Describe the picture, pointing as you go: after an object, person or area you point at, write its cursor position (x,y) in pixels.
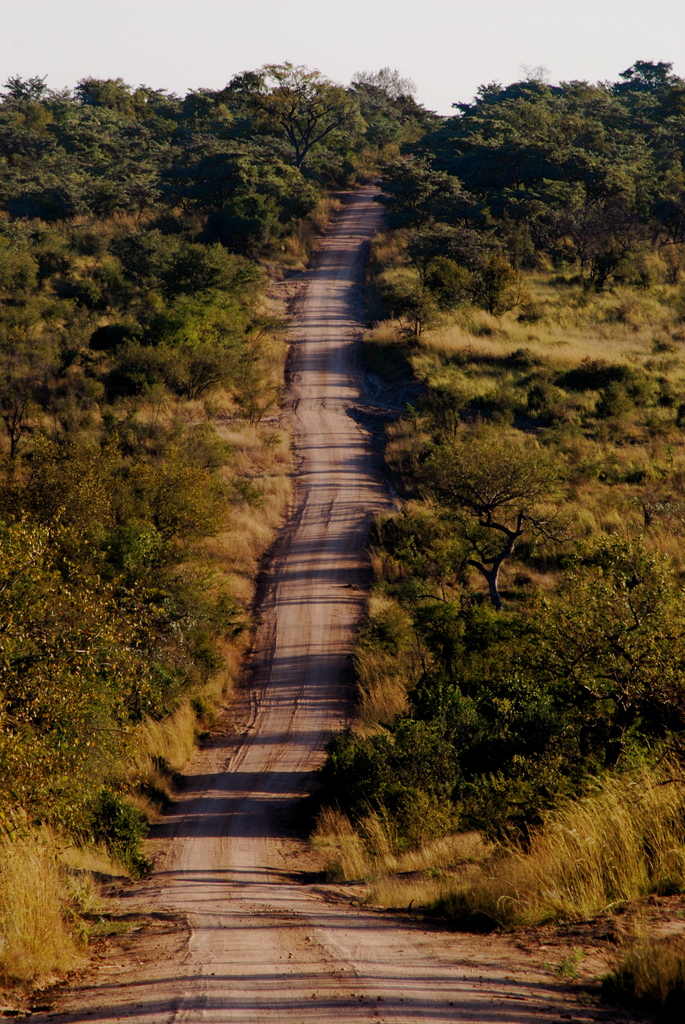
In this image we can see a road (302,785) in the middle (317,656) and there are few trees (394,180) and plants (129,256) on both sides of the road (307,676) and the sky (171,17) in the background (606,22).
